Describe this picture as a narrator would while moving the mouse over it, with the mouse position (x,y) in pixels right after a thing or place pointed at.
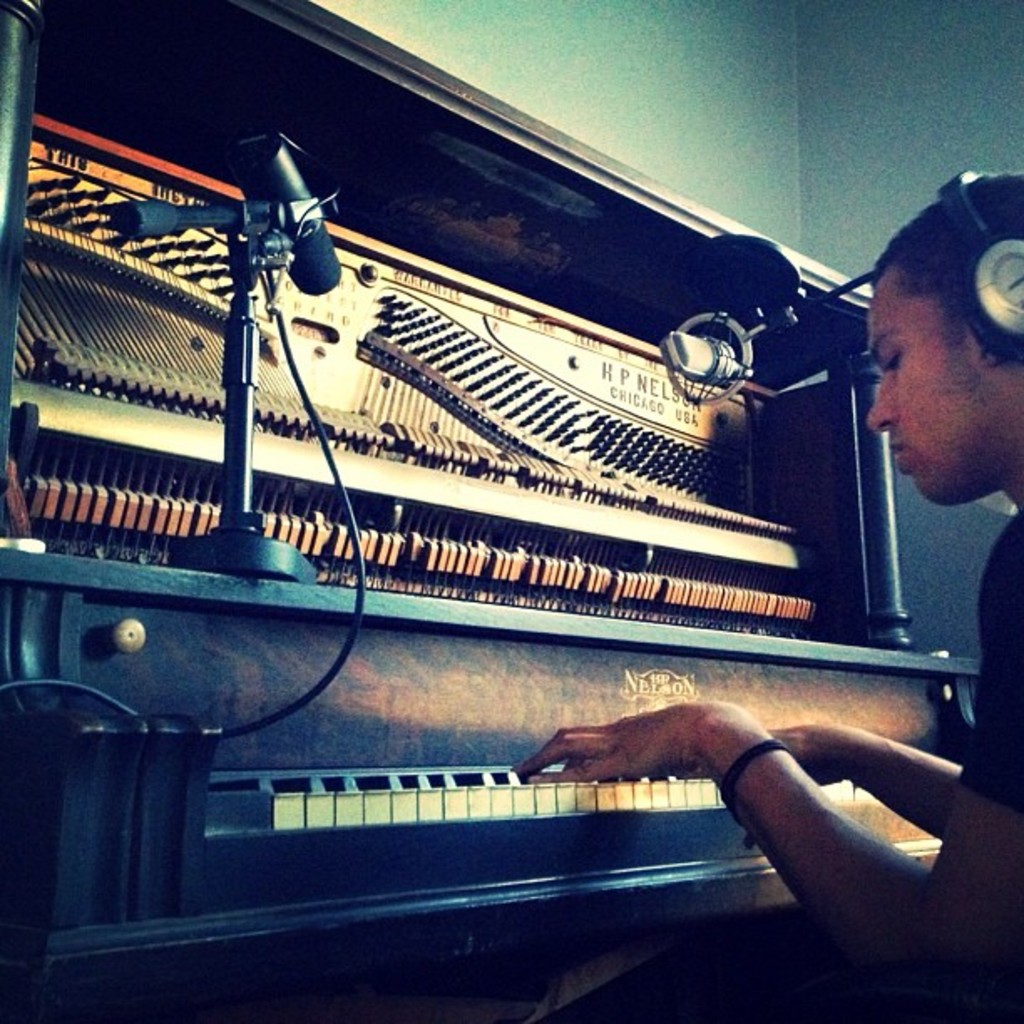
In this picture i could see a person (905,450) playing a piano (546,805) there is a mic (263,181) on the piano (268,486) and some key (293,812) on it, person (921,354) is having a head phones (998,282) on him.
